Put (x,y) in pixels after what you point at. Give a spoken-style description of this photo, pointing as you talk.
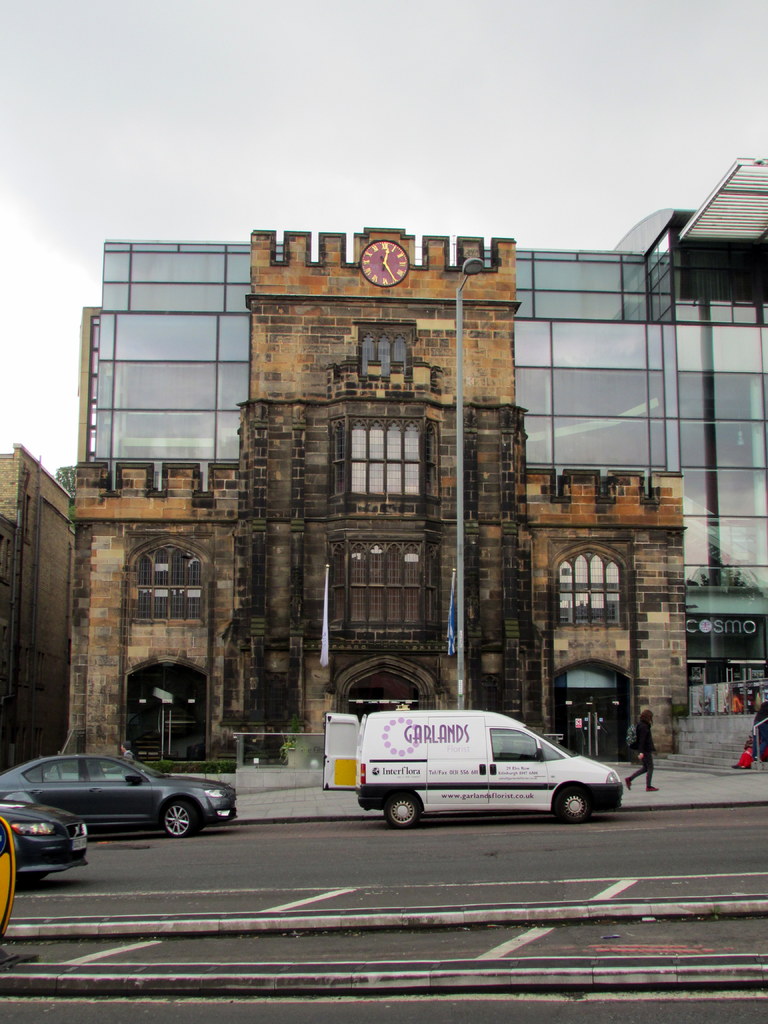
In this image I see buildings (375,381) and I see a clock (389,272) over here and I see a light pole (458,370) over here and I see the road (377,891) on which there are vehicles (37,821) and I see 2 flags (328,582) over here and I see a person (652,776) over here. In the background (381,94) I see the cloudy sky (316,105) and I see a word (753,625) written over here.
